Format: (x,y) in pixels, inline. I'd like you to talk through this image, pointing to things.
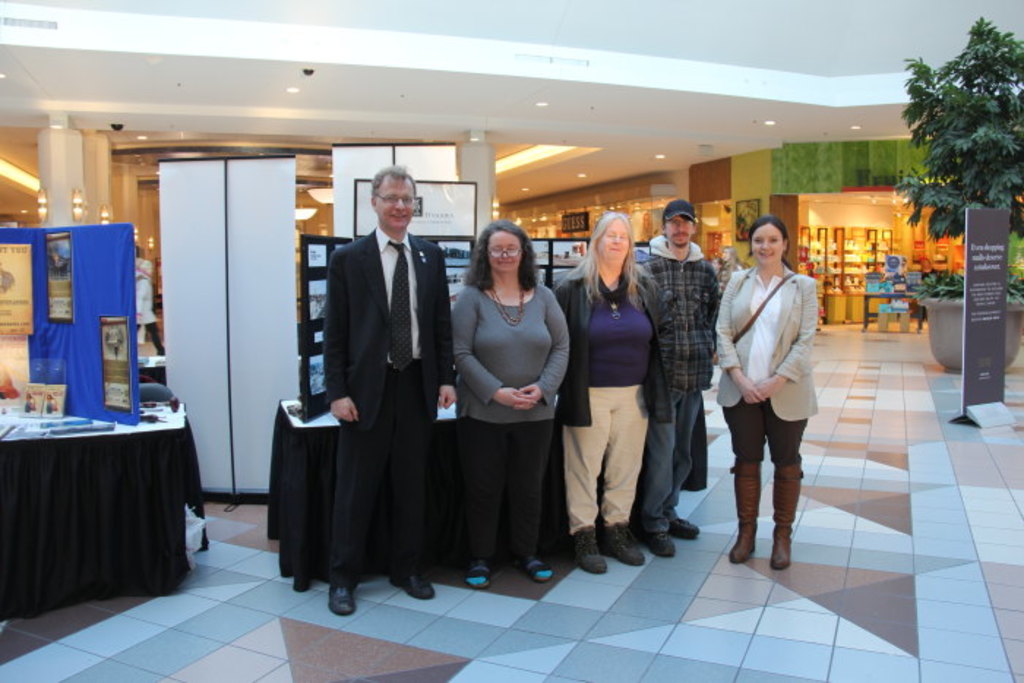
In the foreground of the picture (456,372) there are people (584,303) standing, behind them there are banners (285,335), tables (300,438), photographs (562,254) and other object (321,420). On the left (101,469) there is a table (132,476), on the table (21,424) there are frames (115,369), board (75,349) and other objects (148,420). On the right (968,231) there are plants (1001,184) and a board (978,245). In the background (493,151) there are lights (569,151), stores (842,229), tables (894,294), pillars (62,207) and many other objects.
